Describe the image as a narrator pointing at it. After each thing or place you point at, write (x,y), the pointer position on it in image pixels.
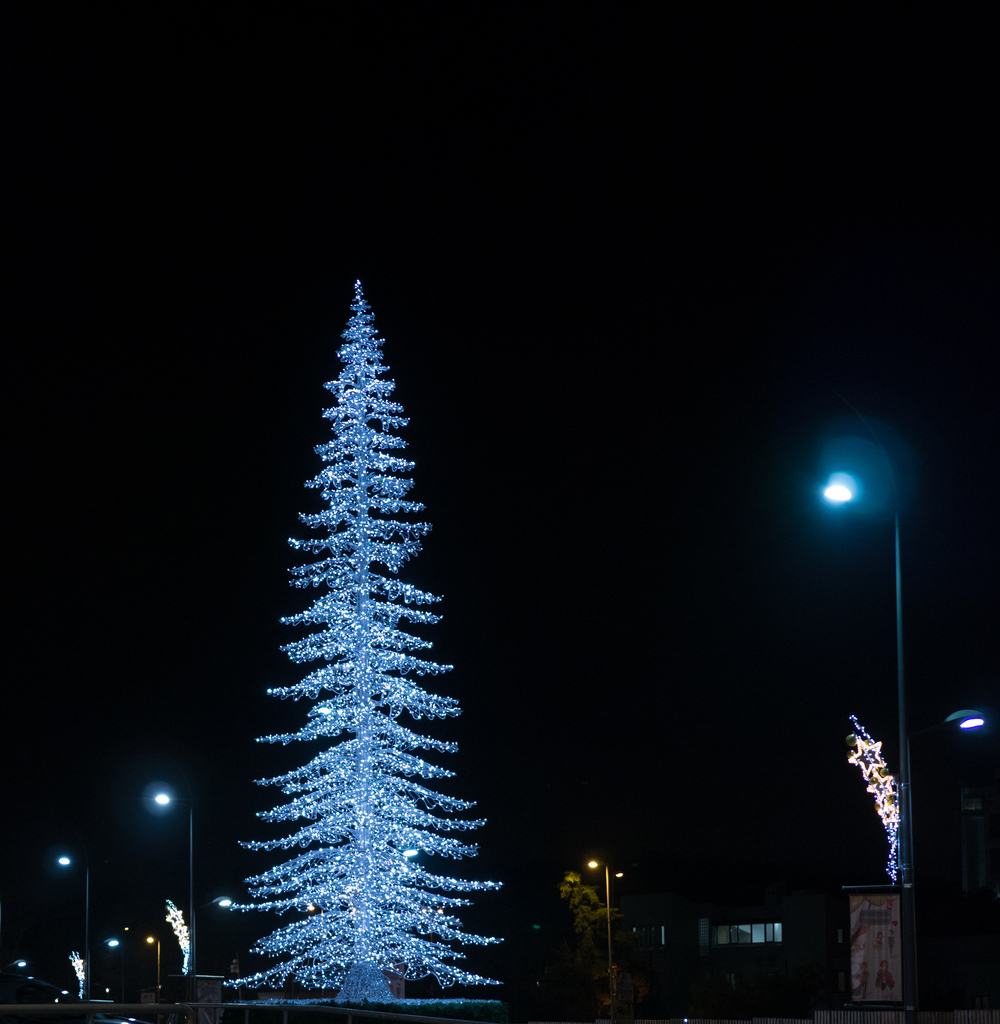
In this picture there is a christmas tree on the left side of the image (327,492) and there is a pole (907,1009) on the right side of the image (902,666).
